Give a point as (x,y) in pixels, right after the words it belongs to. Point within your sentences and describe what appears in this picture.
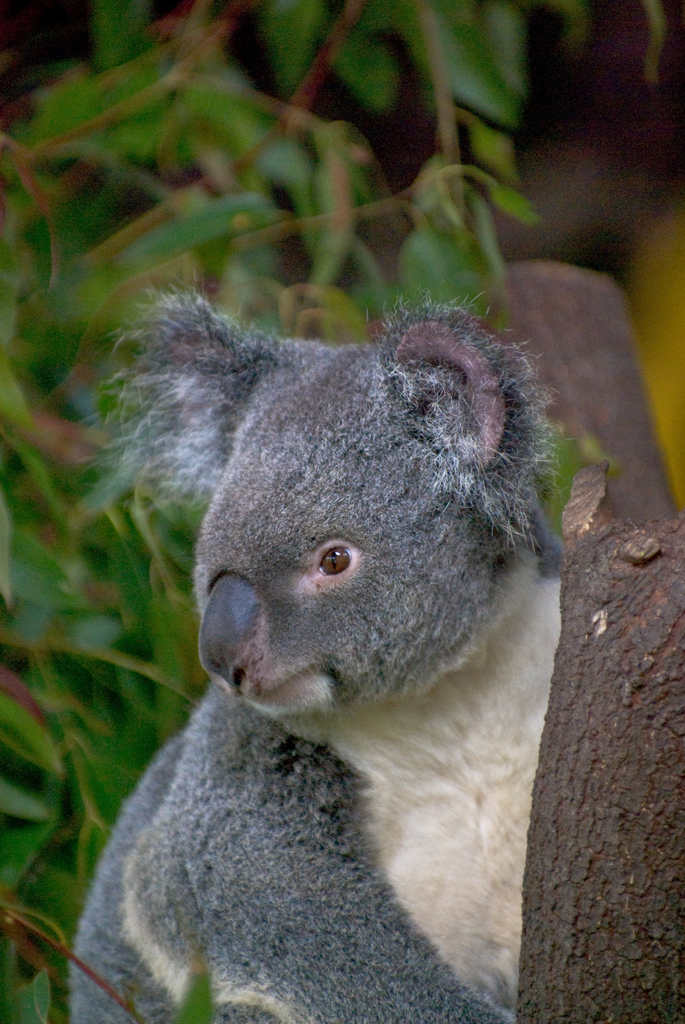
In this image we can see an animal (366,848) near the tree trunk (585,778) and few trees (123,777) in the background (285,197).
